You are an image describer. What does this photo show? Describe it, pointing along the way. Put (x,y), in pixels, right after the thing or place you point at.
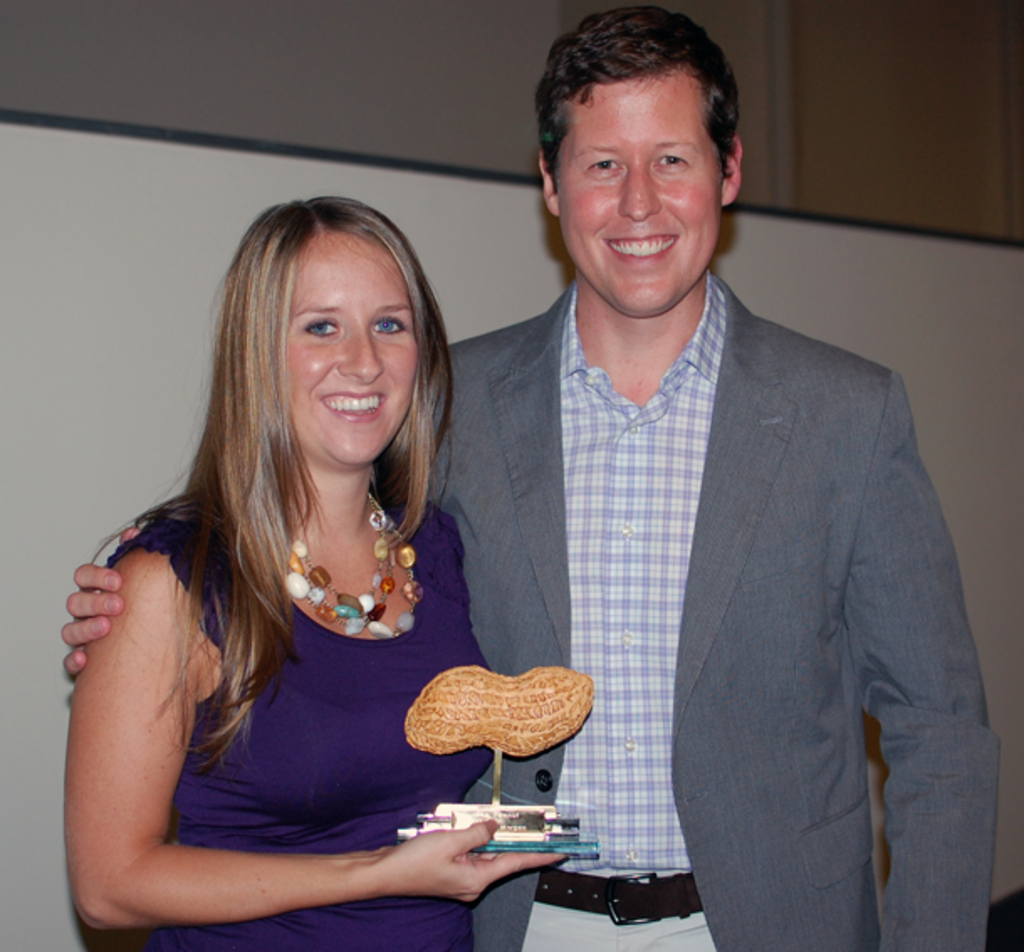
In this image in the center (492,369) there is one man (481,439) and one woman (366,615) standing and woman (349,413) is holding something, and they are smiling. In the background (131,409) it looks like a wall (848,256) and screen (757,260).
